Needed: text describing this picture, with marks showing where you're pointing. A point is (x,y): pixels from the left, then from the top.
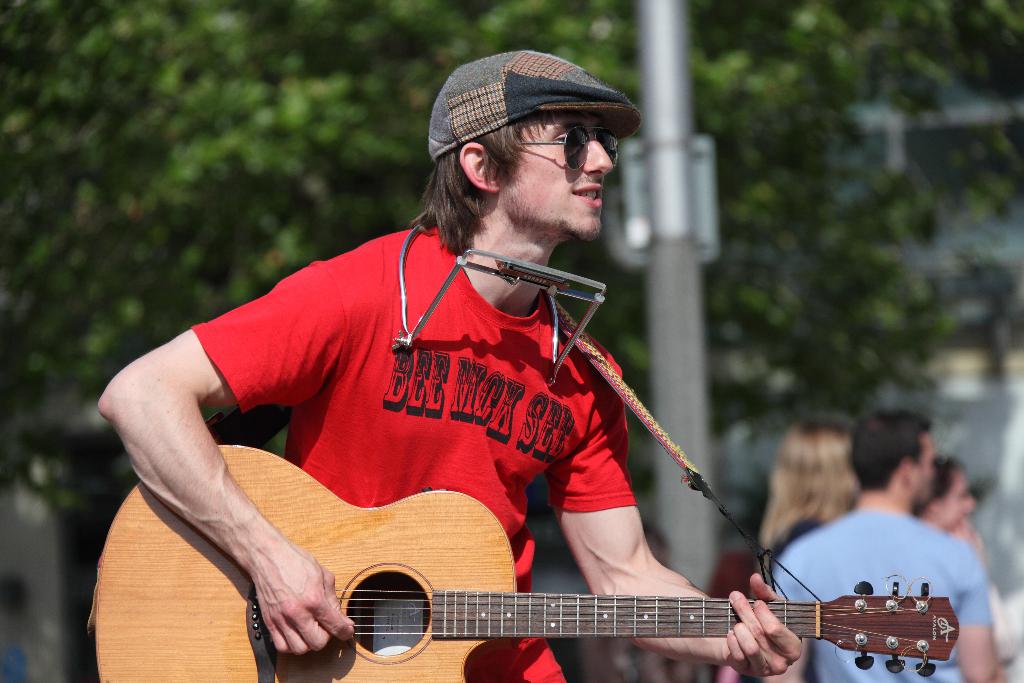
a person (376,430) is standing wearing a red t shirt (408,448) and a cap (520,100), holding a guitar (130,605). behind him there are people (900,470) standing at the right (847,540). at the back (825,515) there are other people (811,507) standing at the right (837,528). behind them there is a pole (669,166) and a tree (283,50).
